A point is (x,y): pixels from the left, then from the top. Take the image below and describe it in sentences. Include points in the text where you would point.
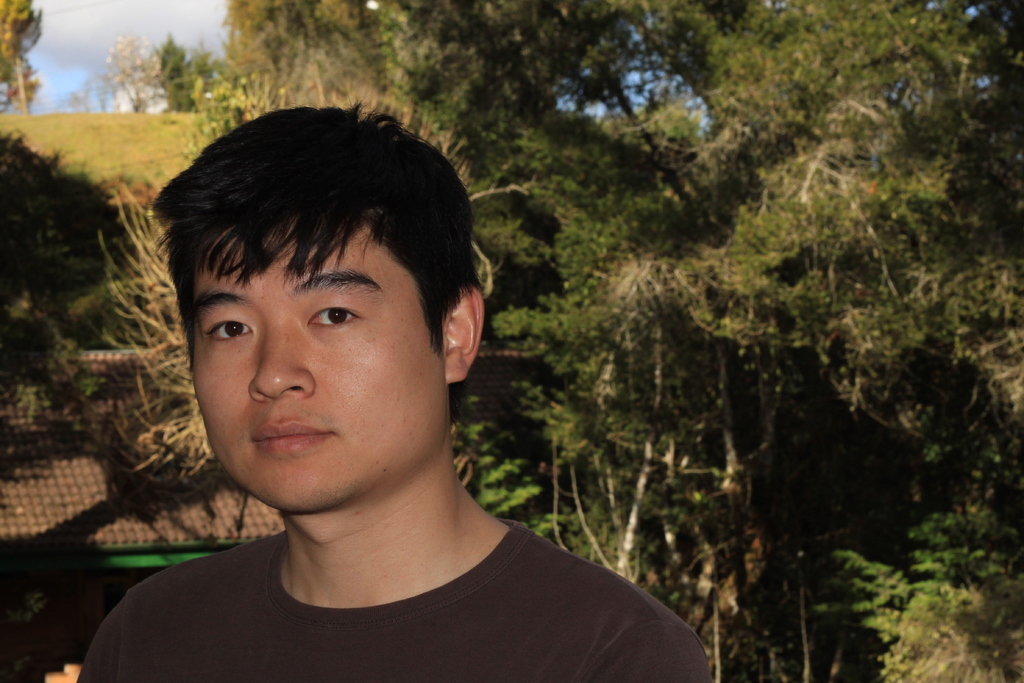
In this image, we can see a man (350,567). In the background (900,438), there are trees (1001,393), plants (62,181), house (61,553), grass (188,150), hill (173,138) and the sky (216,44).
